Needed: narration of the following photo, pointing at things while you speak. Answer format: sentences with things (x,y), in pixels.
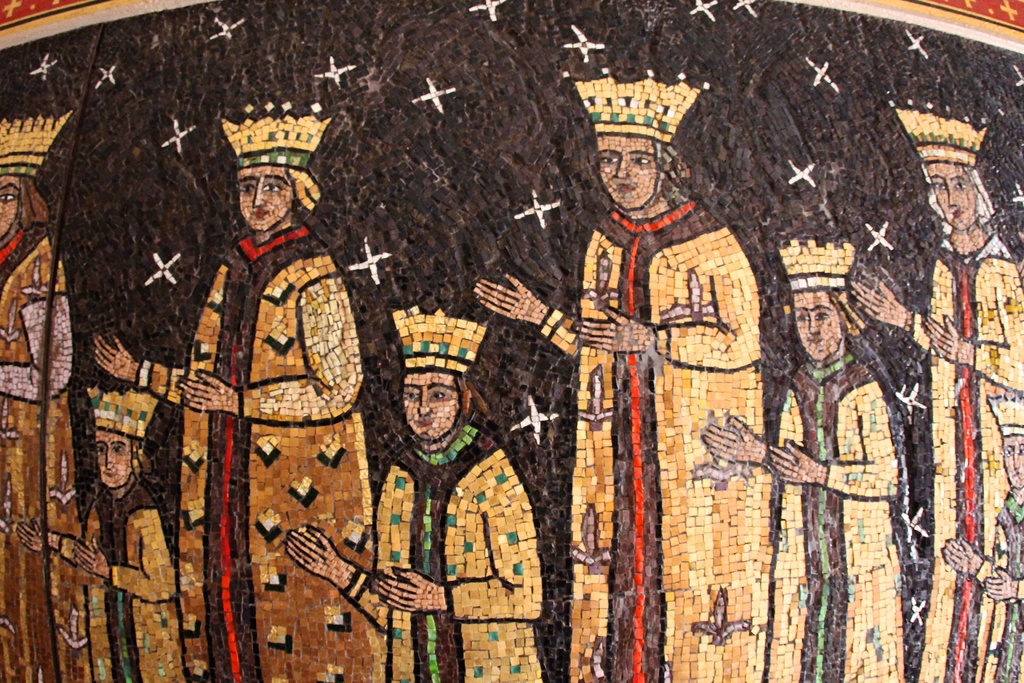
In the center of the image (678,261) there are depictions (172,397) of persons (421,455) on the wall (472,281).
